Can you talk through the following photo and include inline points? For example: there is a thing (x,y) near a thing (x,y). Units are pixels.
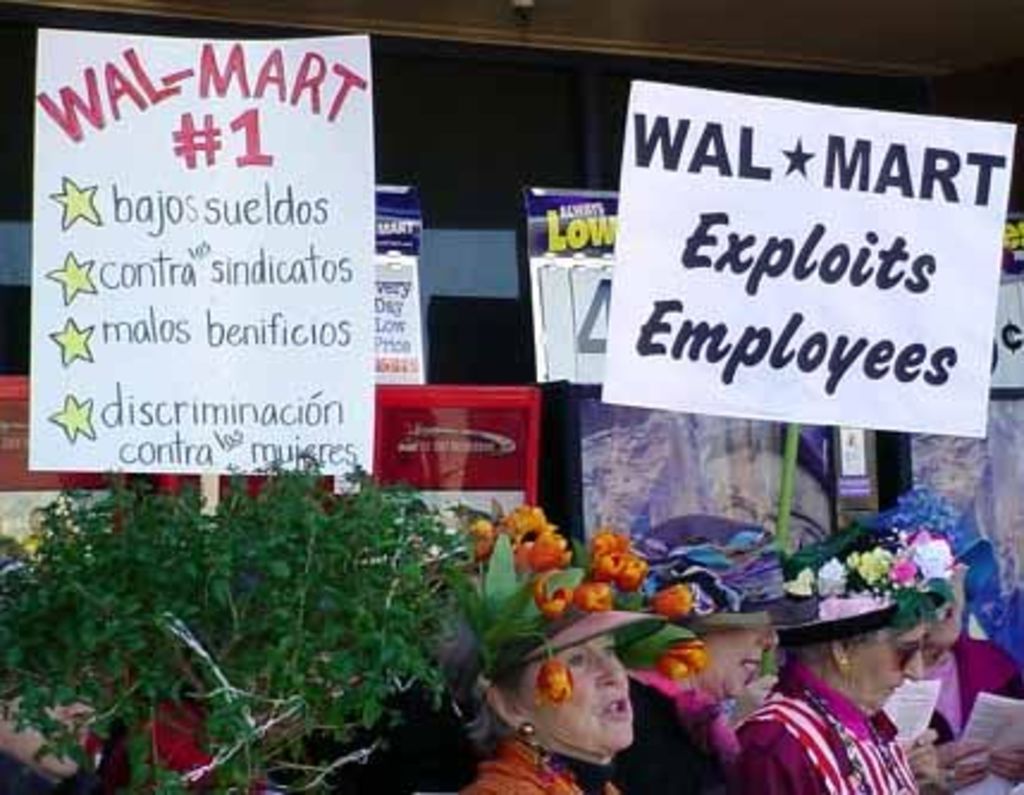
In this image I can see few persons (678,569) are standing wearing hats (678,569) and I can see few flowers (639,582) which are orange, white, yellow and pink in color. I can see a plant (148,597) and few boards (260,343). In the background (531,285) I can see the building (622,86).
